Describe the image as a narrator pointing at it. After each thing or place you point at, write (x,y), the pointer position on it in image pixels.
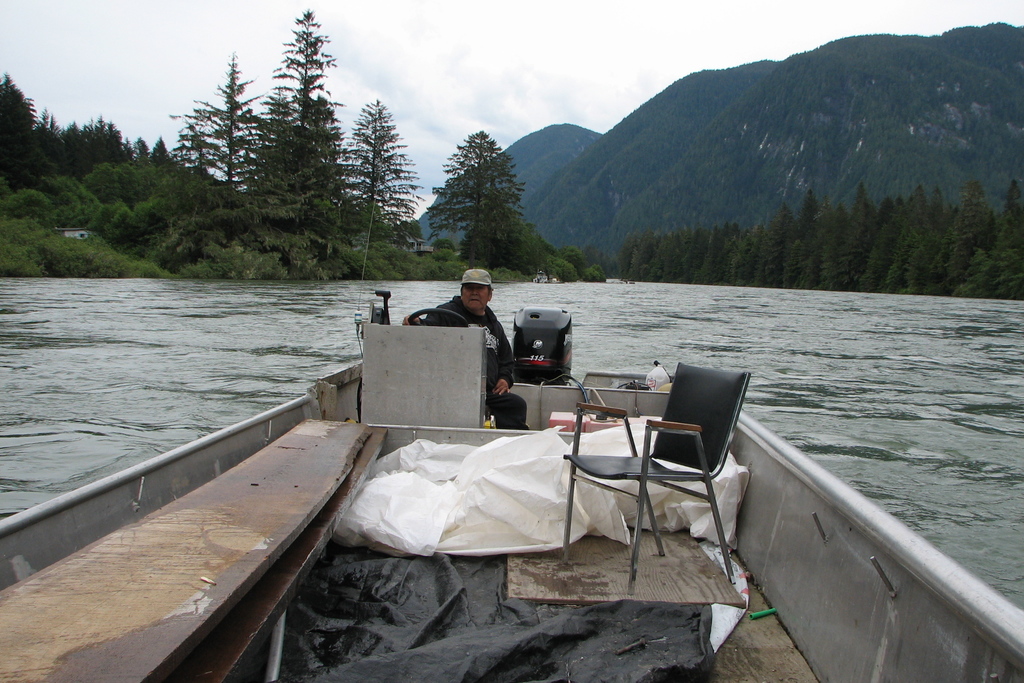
In this picture there is a man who is sitting in the center of the image (494,411) in a boat (458,420) and the boat (458,420) is on the water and there is a chair (624,422) and other items (482,495) on the boat (499,430), there is greenery (629,186) in the background area of the image (598,217).
